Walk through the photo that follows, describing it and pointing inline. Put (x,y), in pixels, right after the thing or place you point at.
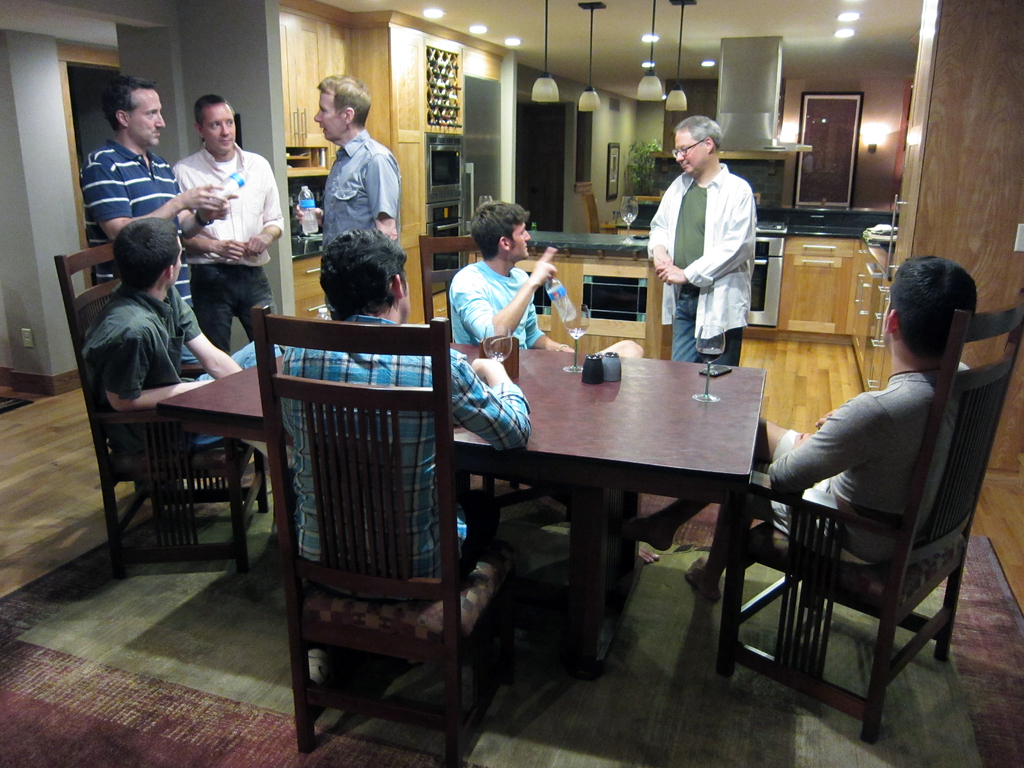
In this image, there are eight persons (722,183). Out of which four persons (532,284) are sitting on the chair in front of the table (615,411) which is brown in color. And four persons (747,226) are standing and talking to each other and holding a bottles (314,222) in their hands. The roof top (762,26) is white in color on which lamp (681,92) is attached. In the middle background of the image, there is a wall painting (613,184) visible. In the right middle of the image (827,264), there is a kitchen room (848,214) visible. This image is taken inside a house (624,315).
